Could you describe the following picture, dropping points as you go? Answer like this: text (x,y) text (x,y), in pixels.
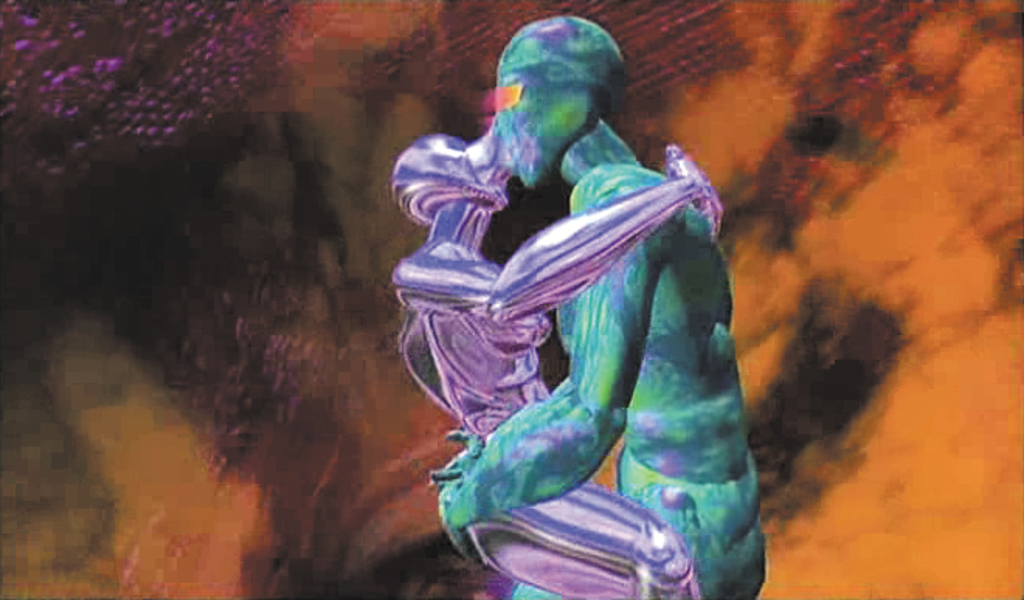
In this image there is a painting (692,497) of two persons (548,323), in the background (719,15) there are different colors.
